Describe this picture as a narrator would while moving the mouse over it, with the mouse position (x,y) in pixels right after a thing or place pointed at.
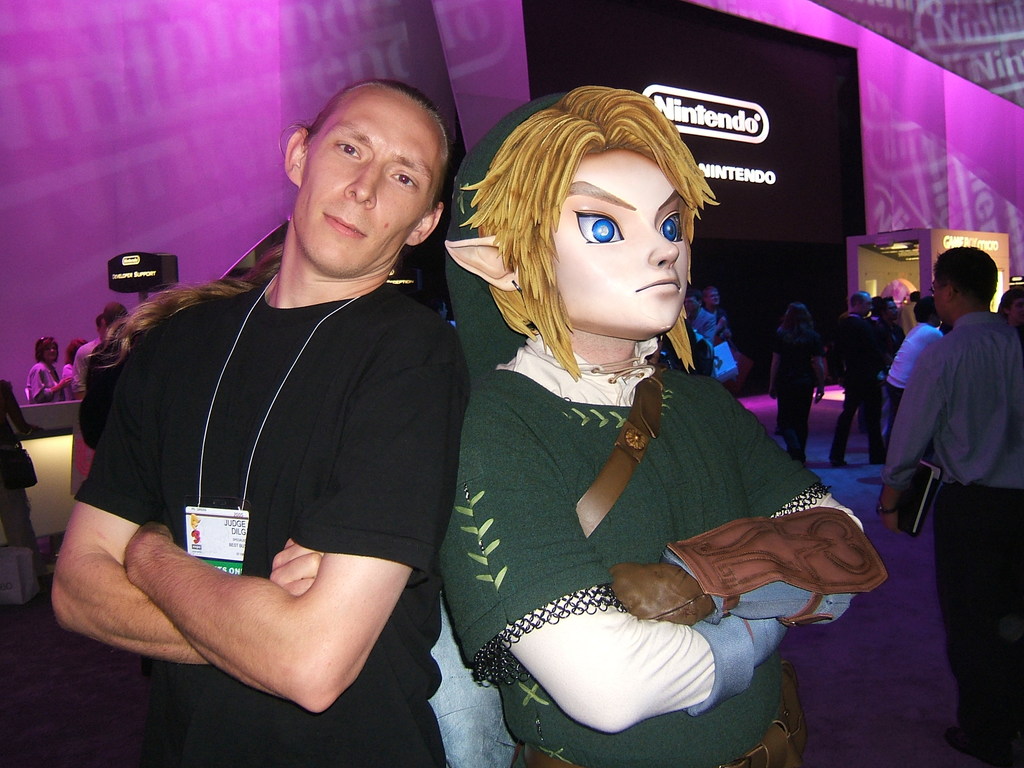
In the center of the image (540,377) we can see two persons (457,449) standing. One person (582,491) is wearing costume (569,574) and a mask (637,280). In the background of the image (957,582) we can see a group of people (899,351) standing on the floor (930,525). One person (949,389) is holding a book (912,479) in his hand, a screen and a sign board (167,279) with some text (136,274) on it.
